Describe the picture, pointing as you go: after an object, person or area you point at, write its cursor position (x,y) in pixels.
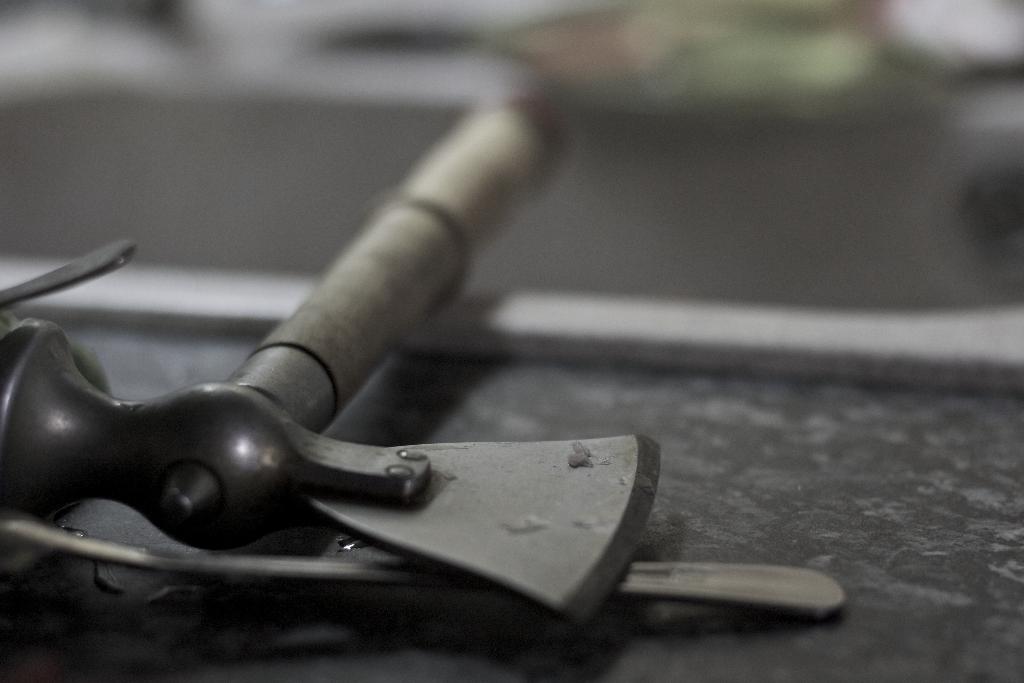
In this image I can see the axe (380,507) which is in grey color and it is on the grey color surface (711,530). And there is a blurred background (616,11).
